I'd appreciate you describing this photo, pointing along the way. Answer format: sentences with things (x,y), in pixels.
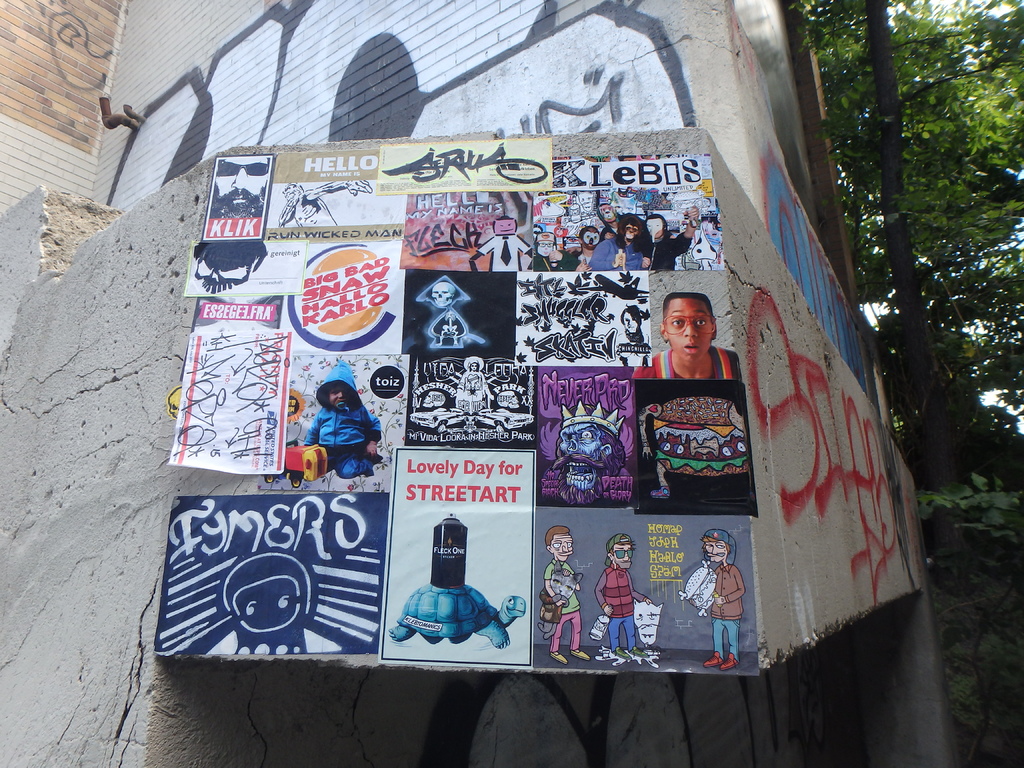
In this image there is a building (354,330). On the wall (413,370) there are many posters (598,289). In the background (891,157) there are trees (877,127).
